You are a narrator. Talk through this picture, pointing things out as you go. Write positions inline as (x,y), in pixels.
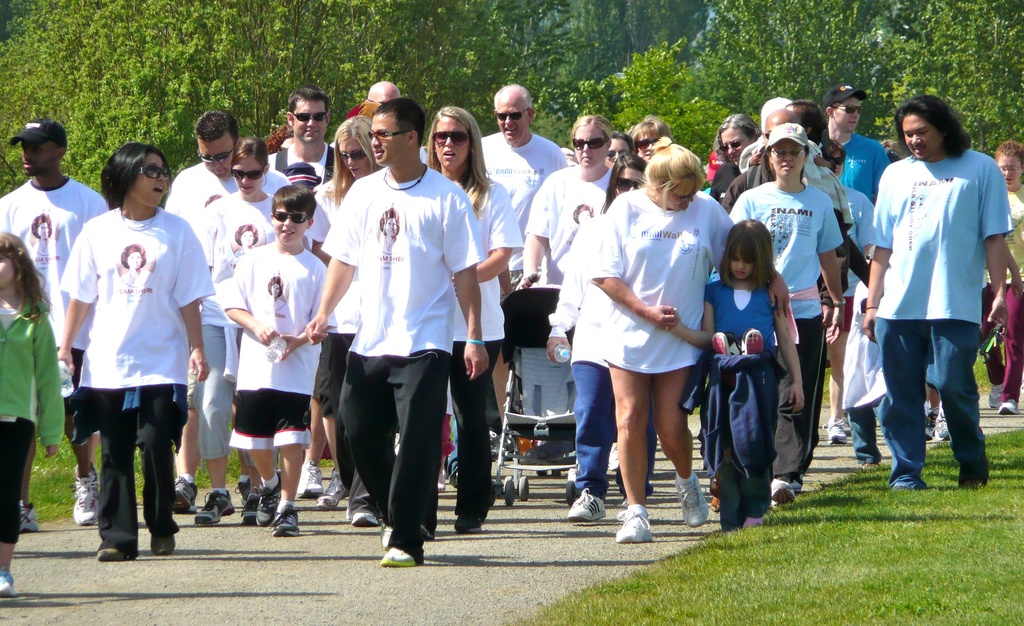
In this image there are people (480,301) walking on the road (467,534). On the right side of the image (823,546) there is grass (857,545) on the surface (865,559). In the background of the image (535,80) there are trees (504,36).
